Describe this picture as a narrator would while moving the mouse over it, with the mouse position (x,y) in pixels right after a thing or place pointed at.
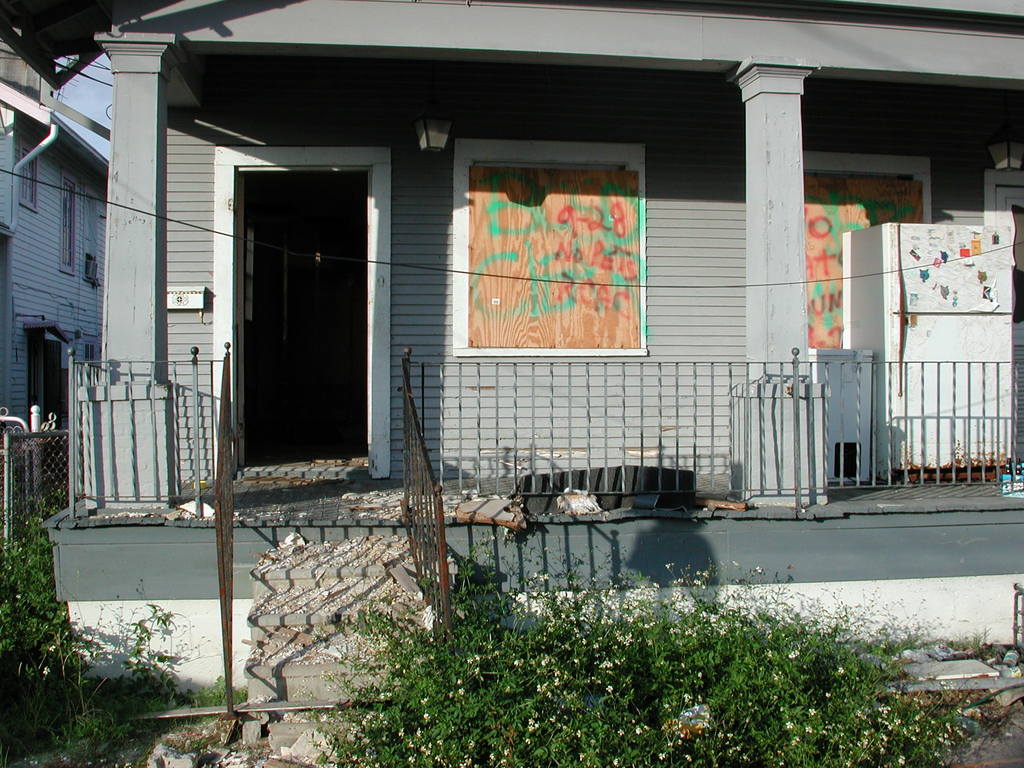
In this image, there are a few houses (324,416). We can see some stairs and the railing (462,438). We can see the fence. We can see a refrigerator (1002,239) and some objects (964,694). We can see some posters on the wall (840,81). We can see some plants (949,734) with flowers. We can see the ground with some objects (911,669). We can see some wires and the sky (87,99).
